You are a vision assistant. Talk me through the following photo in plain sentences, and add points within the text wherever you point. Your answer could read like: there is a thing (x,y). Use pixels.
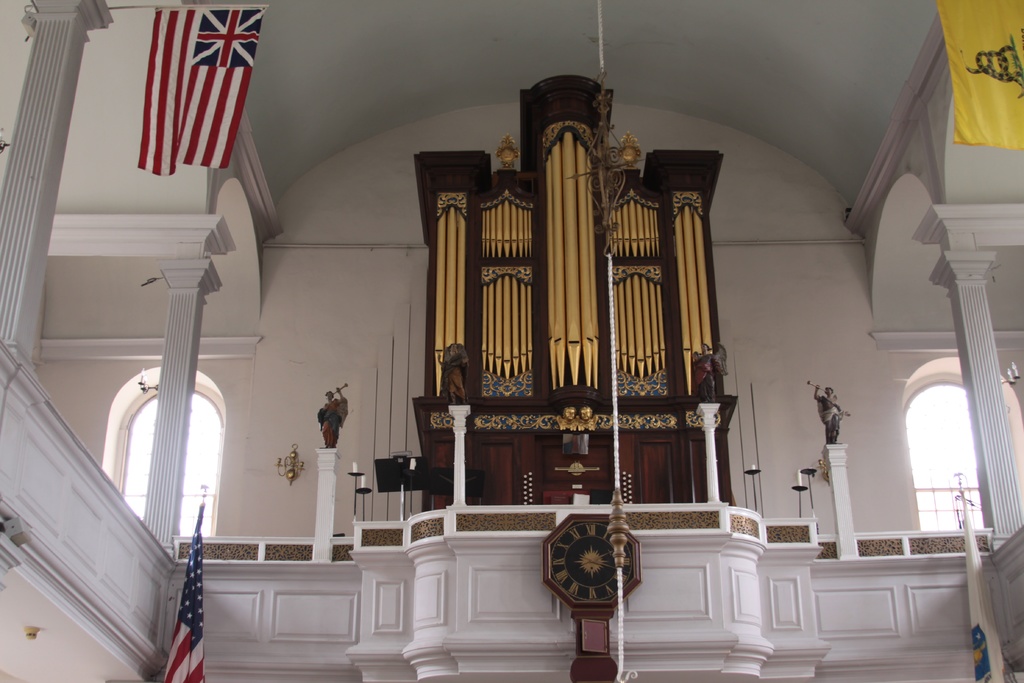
This is an inside view of a building (395,633). On the right (960,317) and left sides of the image I can see the pillars (174,291). At the bottom (583,574) there is a clock (570,574) attached to the wall (472,604). At the top (167,128), I can see two flags (224,82). In the middle of the image (585,427) there is a pipe organ (573,412). In the background (767,352) there is a wall (788,380) along with two windows (922,445).
